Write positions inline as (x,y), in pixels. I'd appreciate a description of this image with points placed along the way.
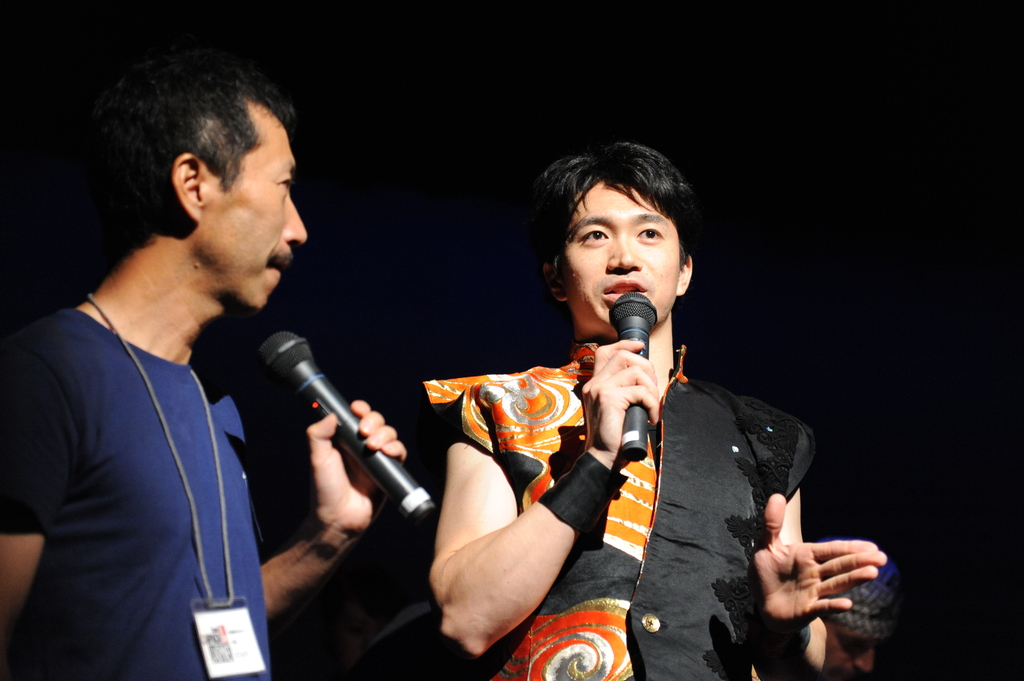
In this picture there are two men (70,308) standing, one of them is holding the microphone (638,329) in his right hand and speaking and looking somewhere else and this person (376,427) was holding the microphone (273,346) his left hand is looking at this person (556,256).
